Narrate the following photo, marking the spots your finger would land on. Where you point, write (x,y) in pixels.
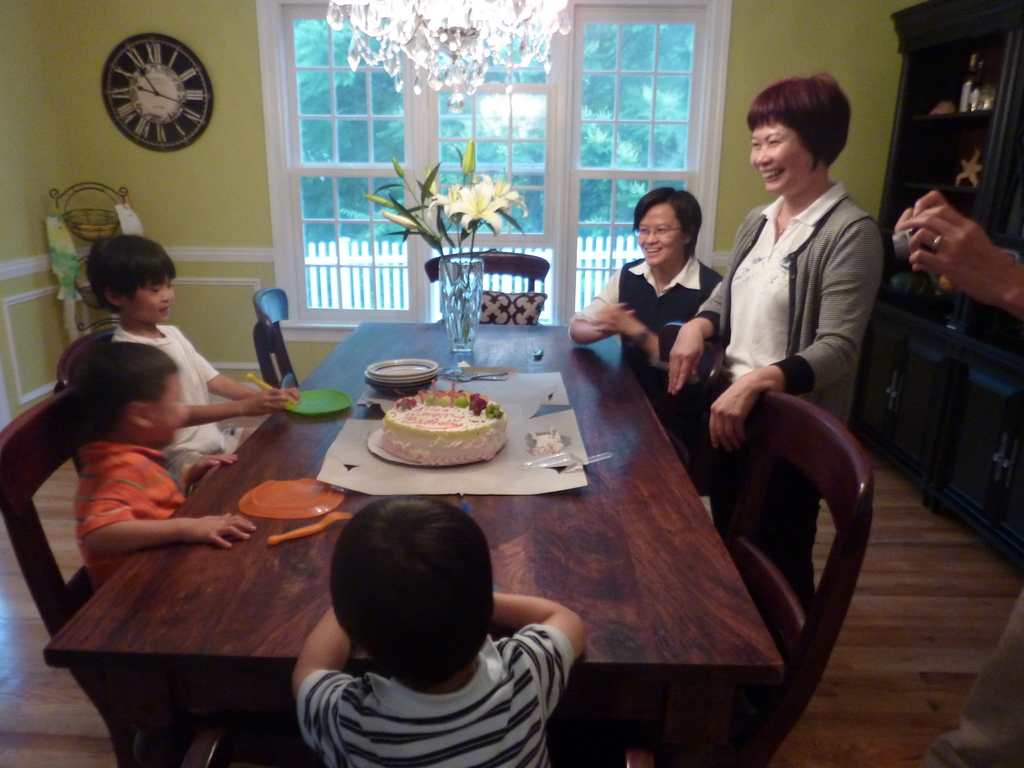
In this image i can see few people (164,504) sitting on chairs (491,265) in front of a dining table (535,516) and a woman (791,390) standing on the table (525,563) i can see a cake (429,420), few plates (417,379) and a flower vase (483,282). In the background (202,184) i can see a wall (217,177), a clock (174,46), a chandelier (428,68) and a window (551,119) through which i can see trees (638,109). To the right of the image (990,277) i can see a person's hand (945,221) holding a camera (909,249) and the cabinet (925,440).
